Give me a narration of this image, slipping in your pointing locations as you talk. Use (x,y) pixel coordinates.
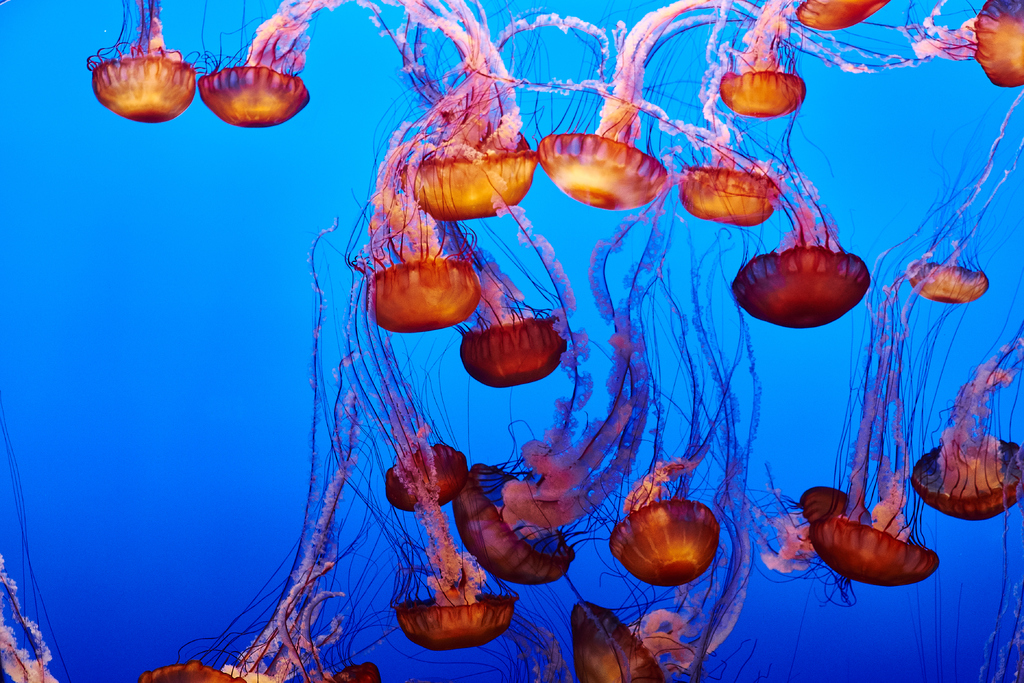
In this image, I can see the jelly fishes (213,97) moving in the water (193,243). This water (90,301) is blue in color.
